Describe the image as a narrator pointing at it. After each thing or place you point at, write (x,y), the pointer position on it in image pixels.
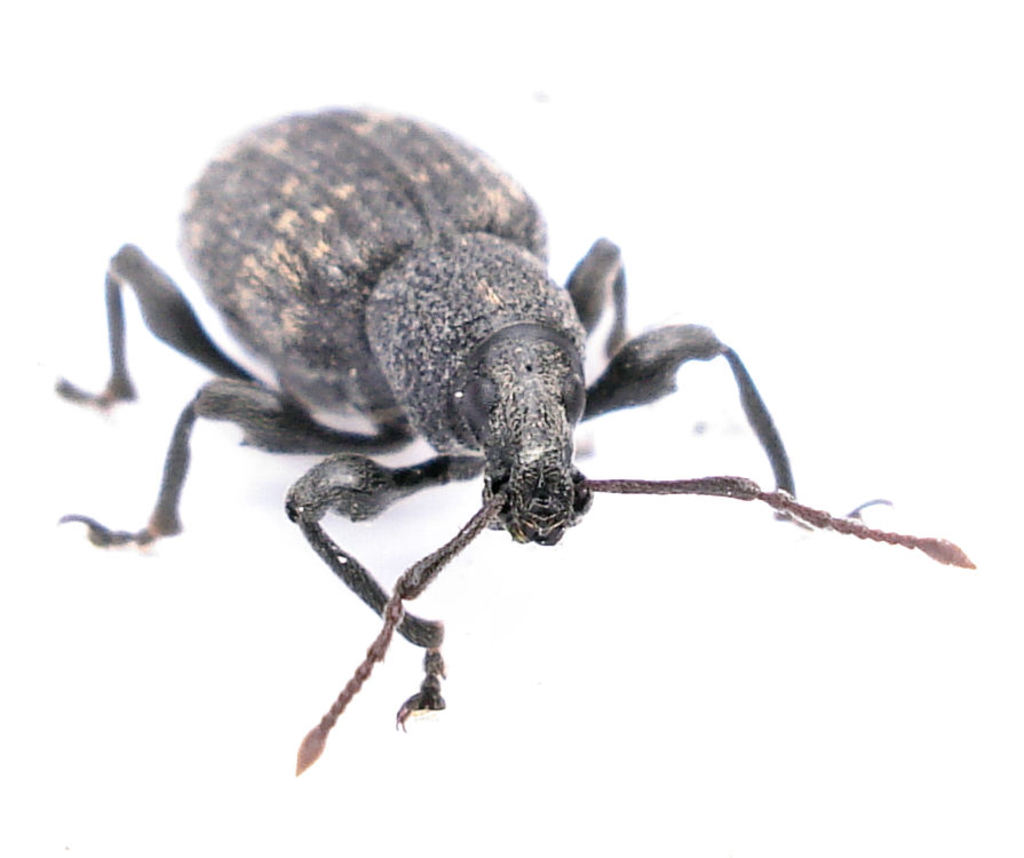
In this image, we can see an insect (452,541) on the white colored surface (529,603).
